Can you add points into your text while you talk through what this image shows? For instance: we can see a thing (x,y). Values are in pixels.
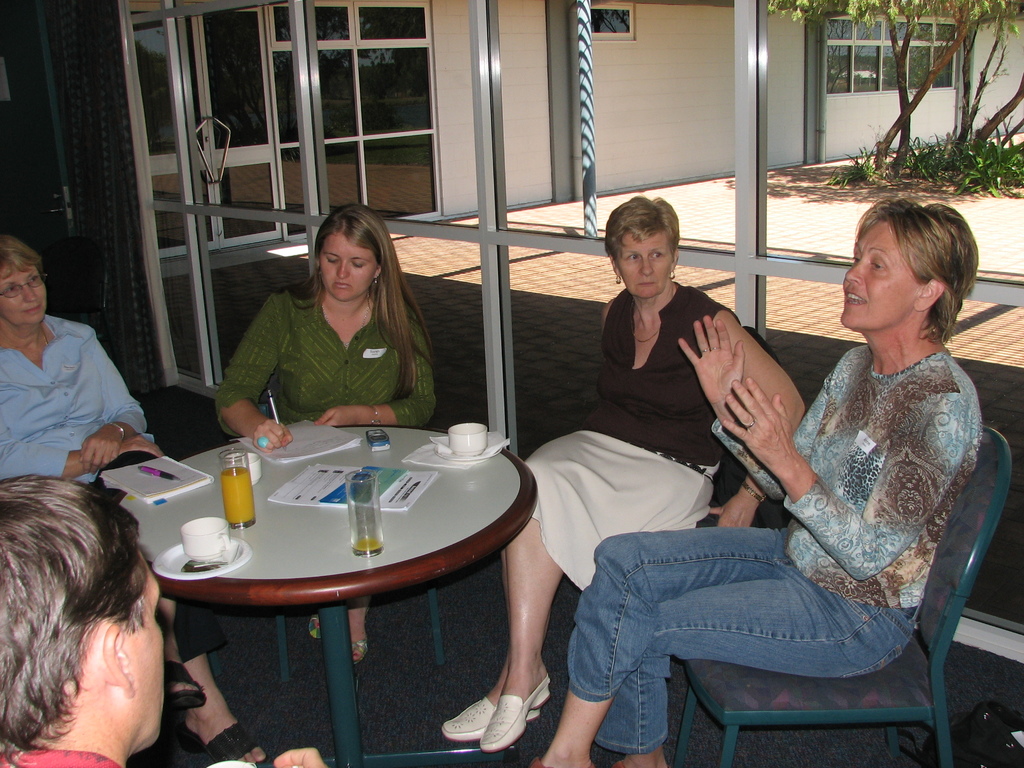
Here we can see a group of people (121,396) sitting on the chair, and in front (366,482) here is the table (350,593) and glass (377,488) and cup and some objects (433,464) on it, and at back (376,122) here is the glass door (390,132), and here is the wall (780,36) and here is the tree (842,9).
